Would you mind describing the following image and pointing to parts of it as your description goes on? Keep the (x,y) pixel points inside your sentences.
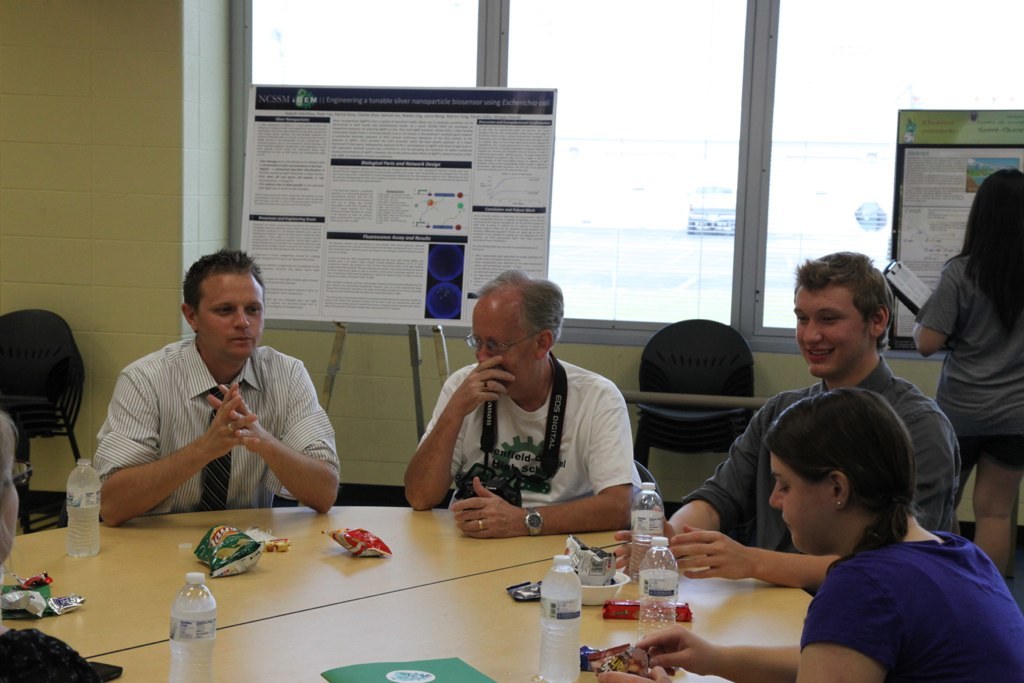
In this image i can see a group of people (434,487) are sitting on chair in front of a table (382,605). On the table (321,627) we have water bottles (651,570) and few other objects (583,546) on it. I can also there is window (663,121) and a woman (978,241) is standing.
